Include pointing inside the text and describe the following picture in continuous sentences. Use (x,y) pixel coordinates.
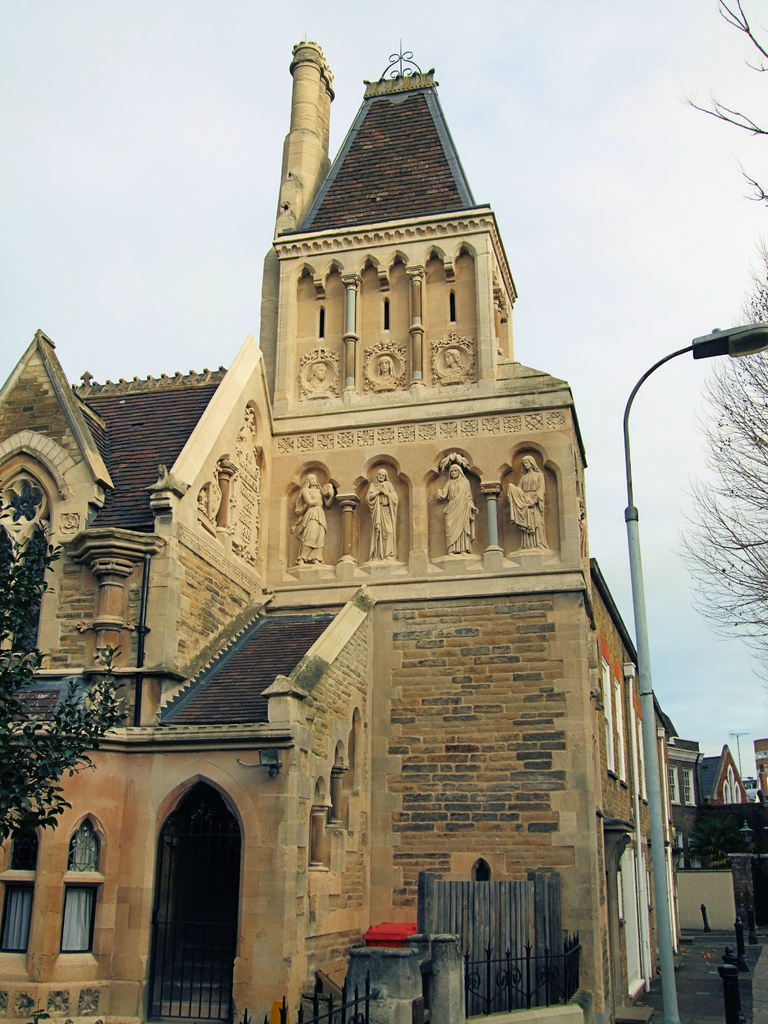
In this image we can see the roof houses (516,757). We can also see the fence (489,1001), sculptures (319,522), light pole (717,341) and also the tree (736,371) on the right (726,346). In the background (157,212) we can see the sky (566,169). On the left (18,765) we can also see the tree (50,736).
